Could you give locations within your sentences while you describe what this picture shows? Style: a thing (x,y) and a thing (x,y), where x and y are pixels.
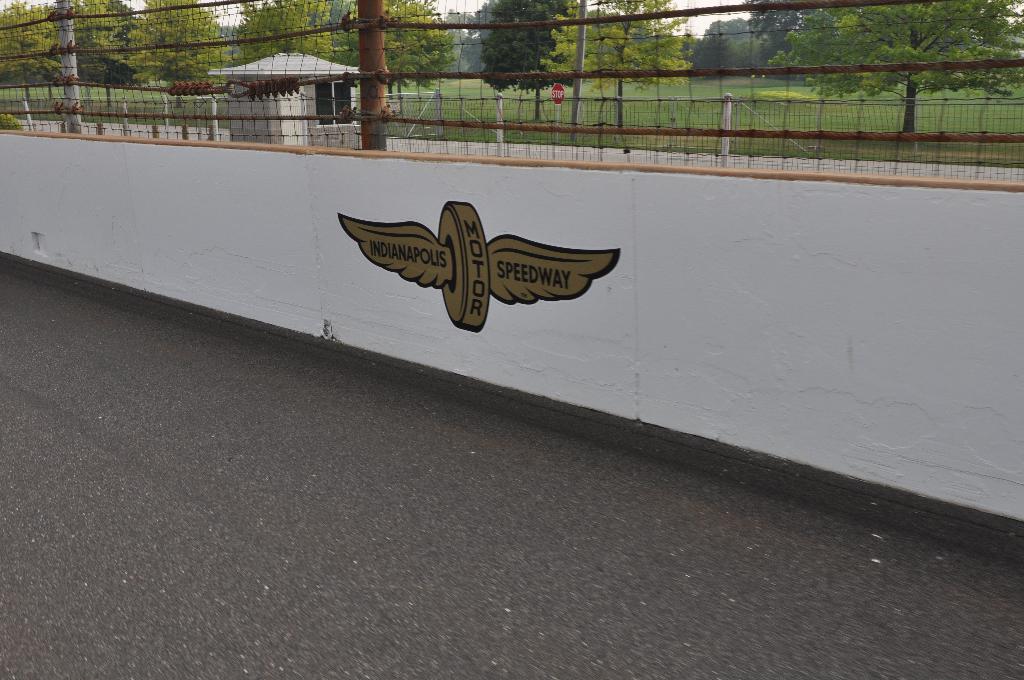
At the bottom of the picture (392,585), we see the road (461,438). Beside that, we see a white wall (696,293). Behind that, we see the fence (386,65). Behind that, we see a hut (275,56) which looks like a gazebo (349,70). There are trees (665,34) in the background (514,38). We even see a board (564,98) in red color with "STOP" written on it.
